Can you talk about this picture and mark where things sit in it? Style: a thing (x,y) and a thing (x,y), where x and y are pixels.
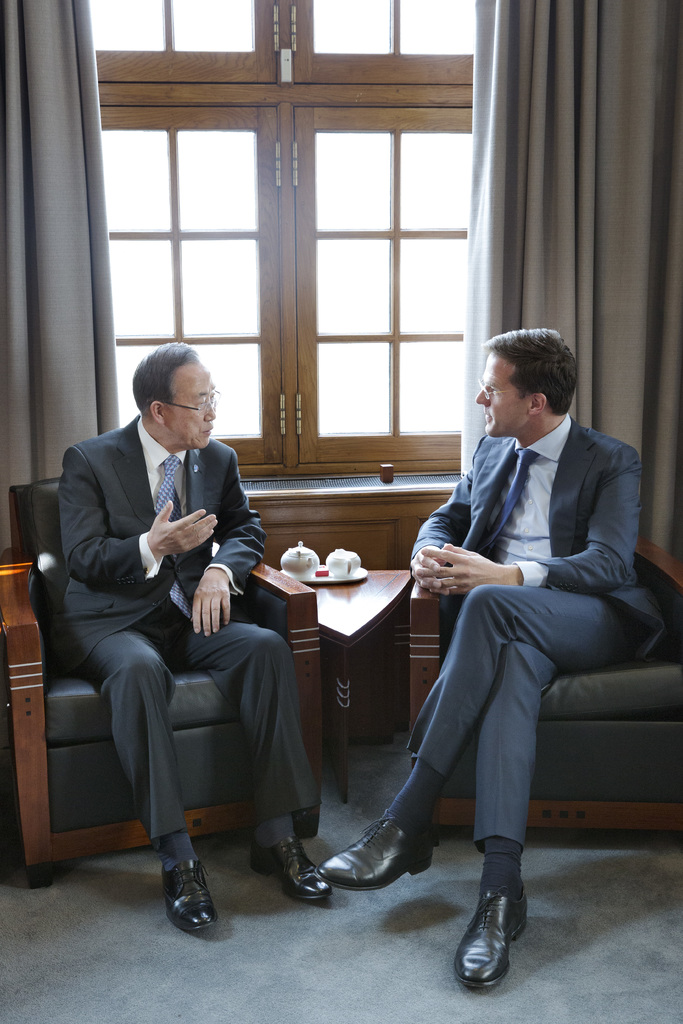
This image describes about two people (522,634) they are seated on the chairs (63,745) in front of them we can see some tea cups (350,554) in the background (495,305) we can see curtains (588,162).
